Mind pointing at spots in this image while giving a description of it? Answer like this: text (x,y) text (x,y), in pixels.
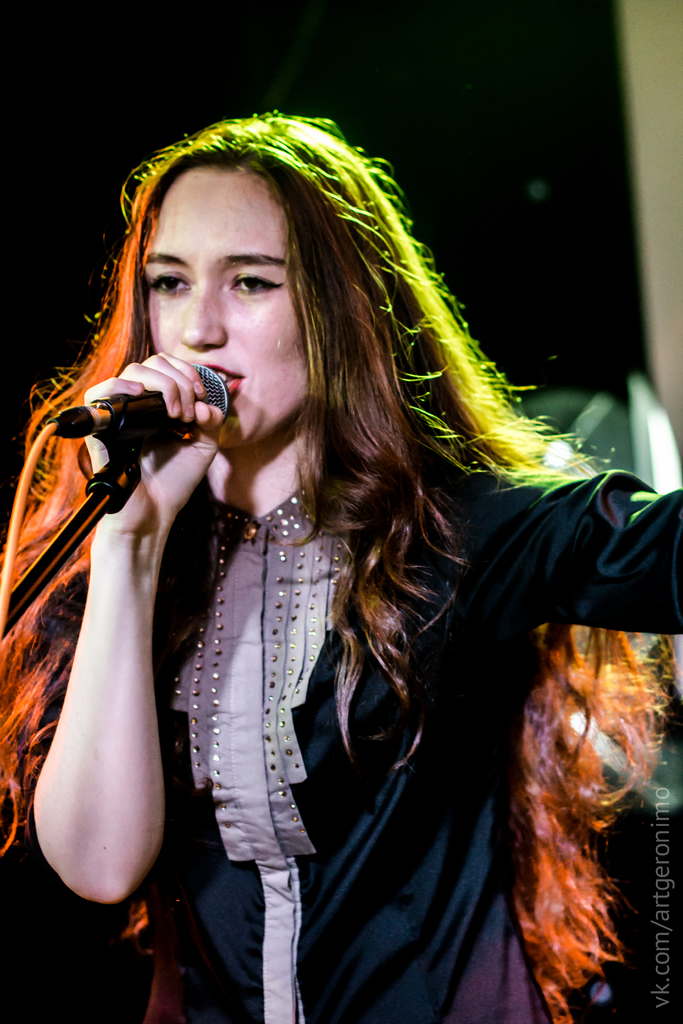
In this picture we can see one woman (349,545) holding a microphone (178,421) and speaking something as we can see her mouth (239,383).
